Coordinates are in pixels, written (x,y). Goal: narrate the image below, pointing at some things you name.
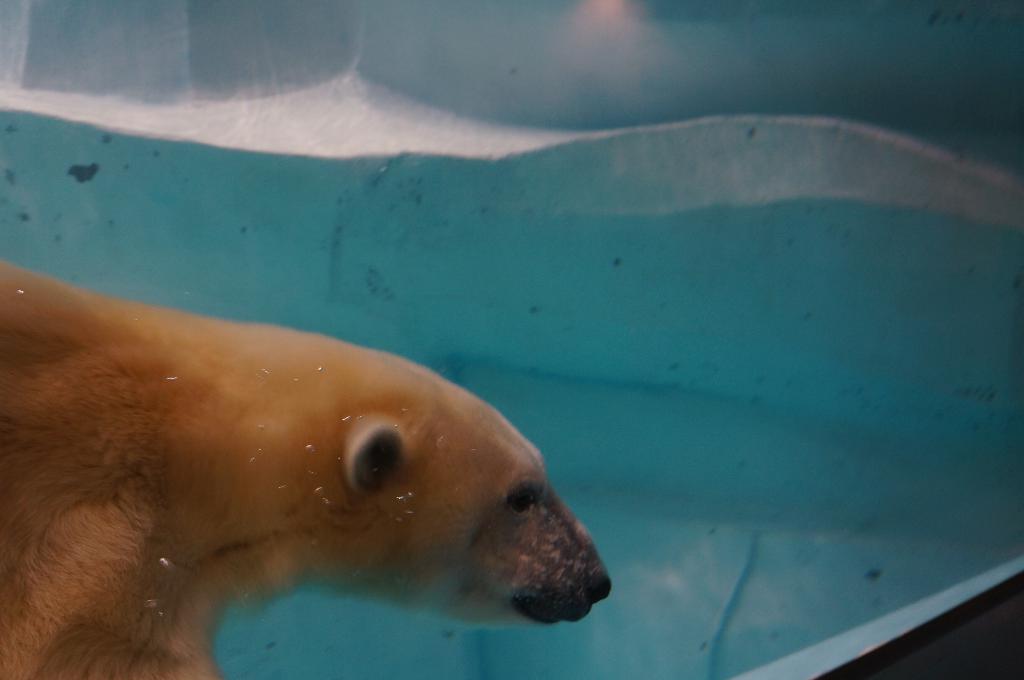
In this picture we can see an animal (427,439) is present in water (999,357). At the bottom right corner (991,632) we can see the wall (977,644).
